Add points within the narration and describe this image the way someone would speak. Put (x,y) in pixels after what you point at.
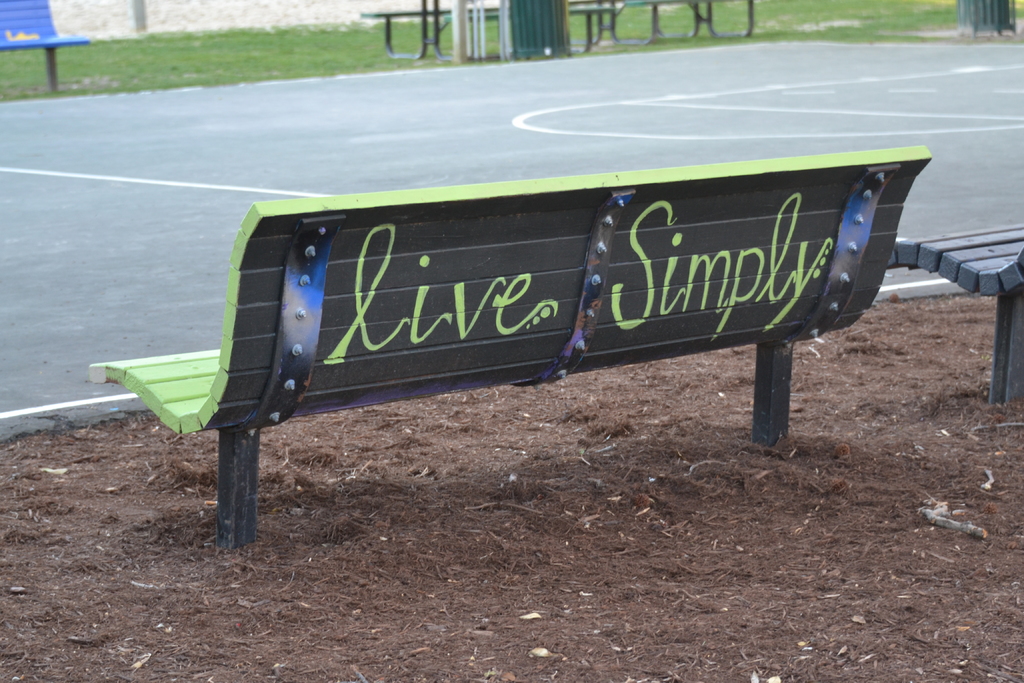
In this image we can see road (445,89), benches (315,243), grass (235,31), wall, ground (592,434), and other objects (513,10).
